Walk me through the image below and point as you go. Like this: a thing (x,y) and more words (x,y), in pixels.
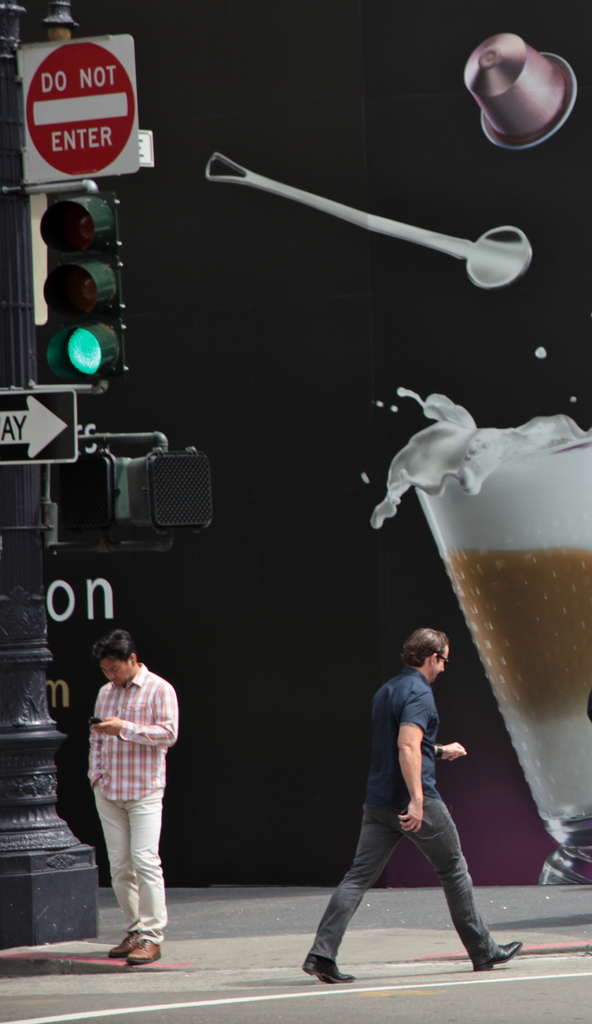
In the image there are two people (115,698) one standing and one walking on the road (587,1018) beside the street light pole (35,804), also there is a big banner (80,787) where we can see there is a coffee cup (531,701), spoon (514,271) and capsule (552,73).
